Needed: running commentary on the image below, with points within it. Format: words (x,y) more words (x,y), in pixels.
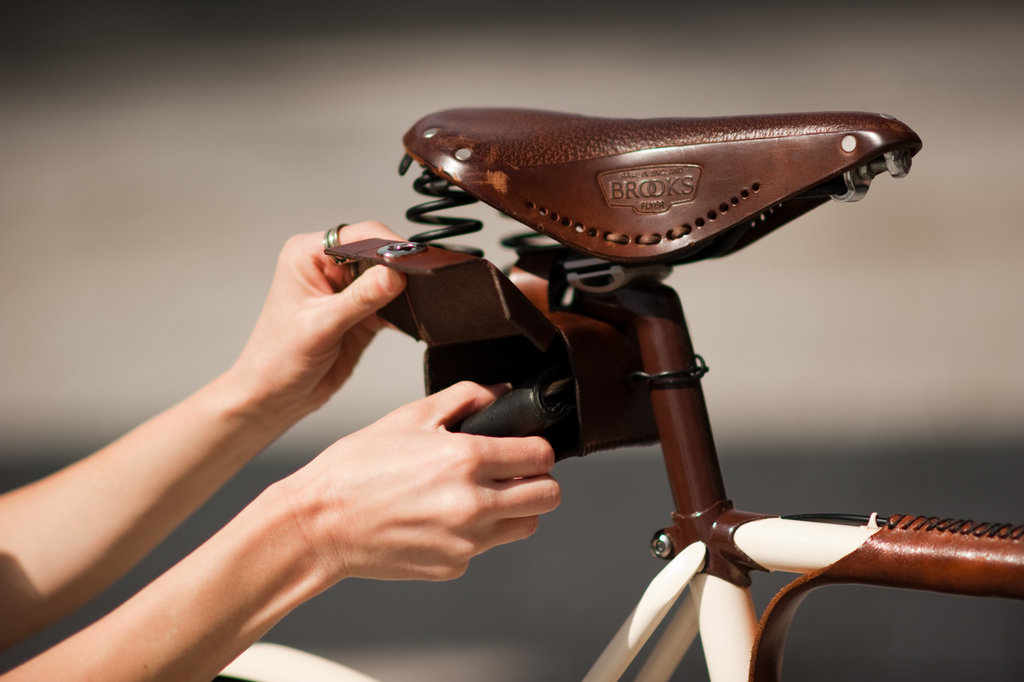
This is a zoomed in picture. On the right (690,343) there is a bicycle (707,566). On the left (278,314) we can see the hands (449,463) of a person (456,452) and we can see the person (451,409) is holding some parts (451,301) of the bicycle (461,328). The background of the image (14,400) is blurry.
